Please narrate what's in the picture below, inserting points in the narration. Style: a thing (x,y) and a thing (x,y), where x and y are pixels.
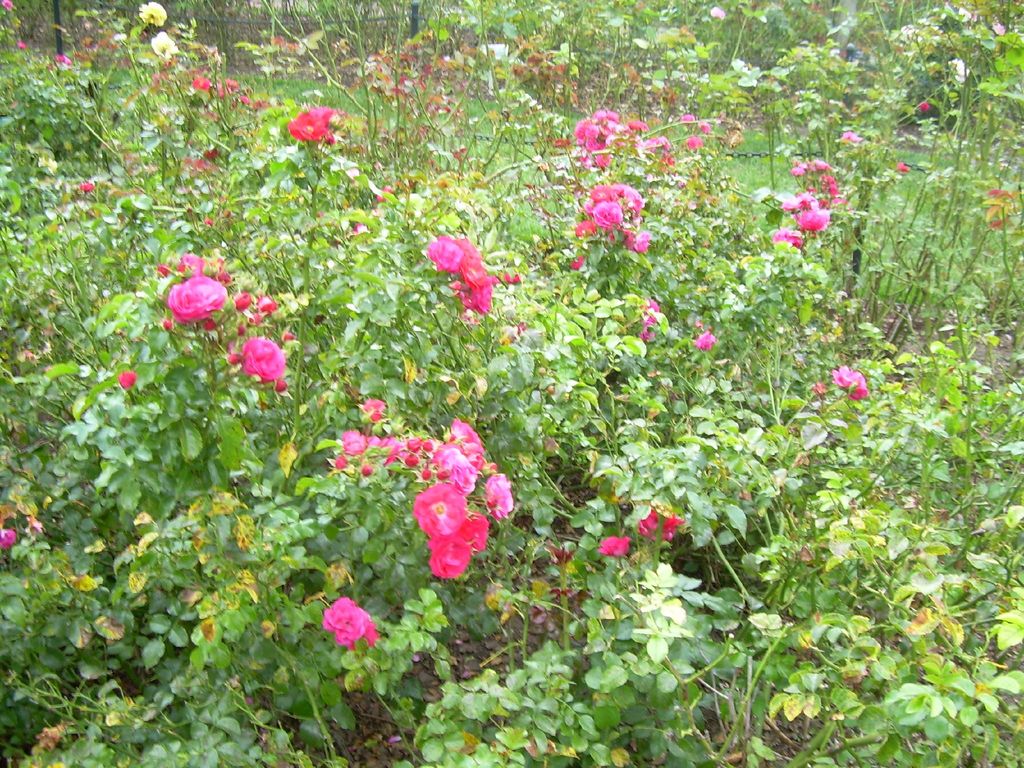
In this picture we can see flowers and plants (739,410) on the ground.
